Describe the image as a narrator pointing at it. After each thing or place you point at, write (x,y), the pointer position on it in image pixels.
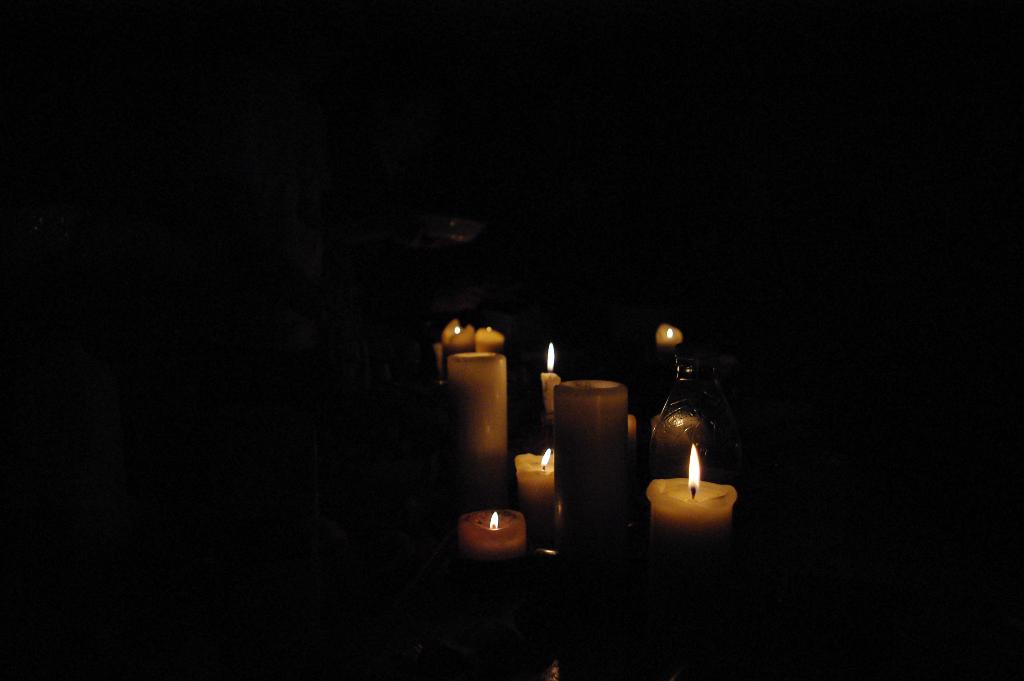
In this image I can see few candles (500,483) and the glass object (684,438). And there is a black background (773,3).
